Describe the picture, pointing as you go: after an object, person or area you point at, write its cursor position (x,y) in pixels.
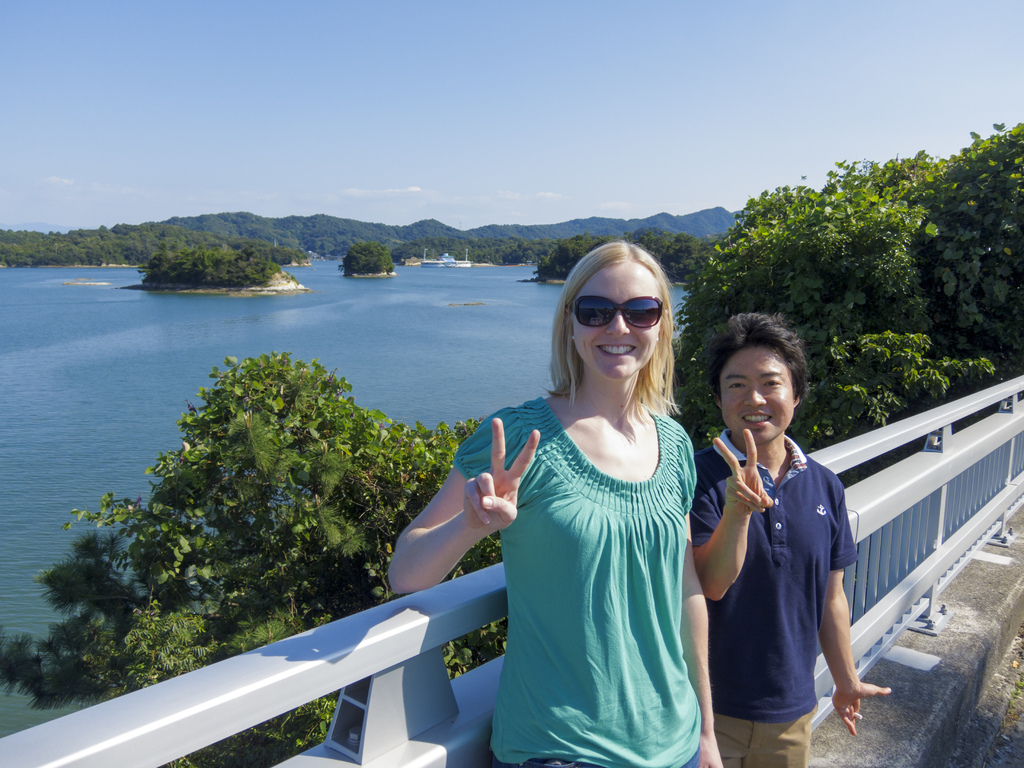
In this picture we can see two people (666,725) standing at the fence (935,425) and smiling, goggles (597,324), trees (838,274), water (225,298), mountains (115,241) and in the background (689,200) we can see the sky (476,130).
